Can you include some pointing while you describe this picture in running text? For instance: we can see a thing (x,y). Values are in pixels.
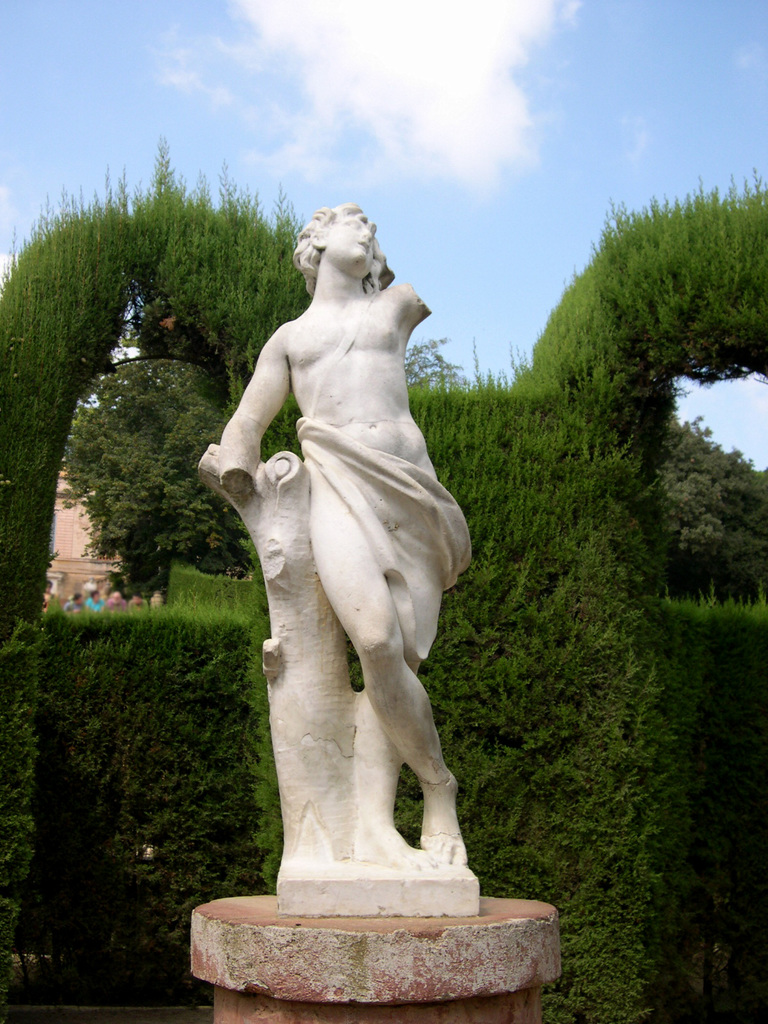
In the foreground of the picture (353,362) I can see a statue (386,373). In the background (712,512), I can see the structured bushes (487,531) and trees (178,476). I can see a few people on the left side (122,606). There are clouds (428,159) in the sky (455,135).
